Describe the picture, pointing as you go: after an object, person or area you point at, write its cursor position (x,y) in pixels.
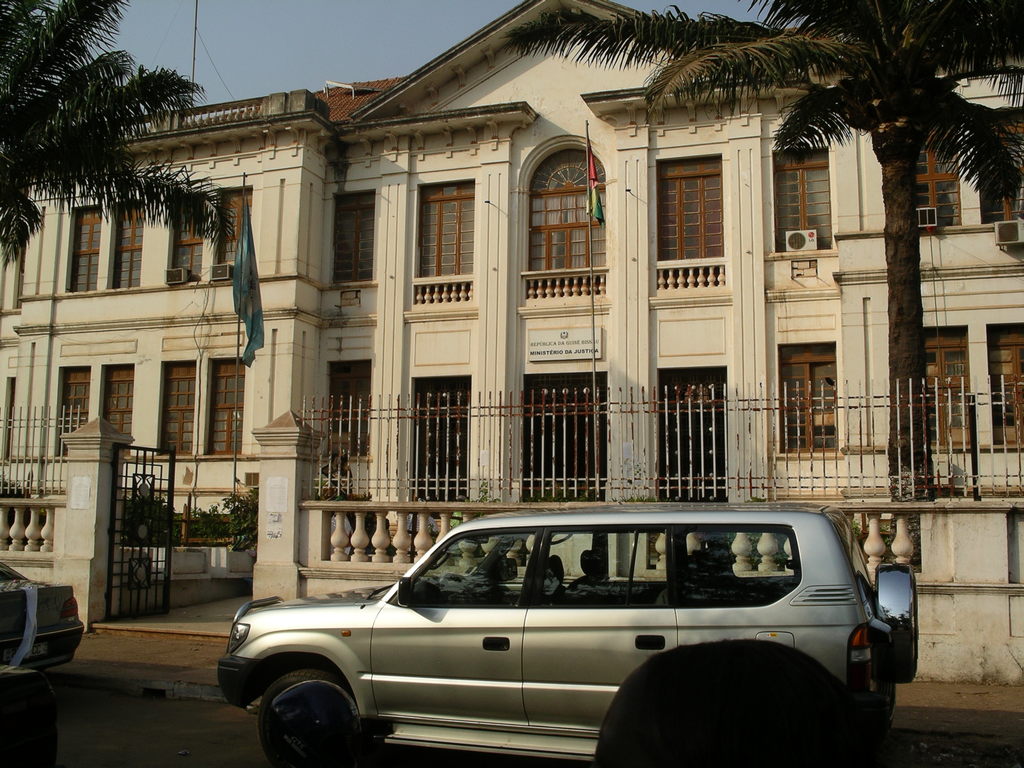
At the bottom of the picture (493,577), we see cars (443,544) moving on the road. Behind that, we see iron railing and a black gate (142,486). Behind that, we see flags (249,321) which are in blue, red and green color. In the background (456,196), we see a building (277,187) in white color and trees (892,240). This picture is clicked outside the building (91,339).
